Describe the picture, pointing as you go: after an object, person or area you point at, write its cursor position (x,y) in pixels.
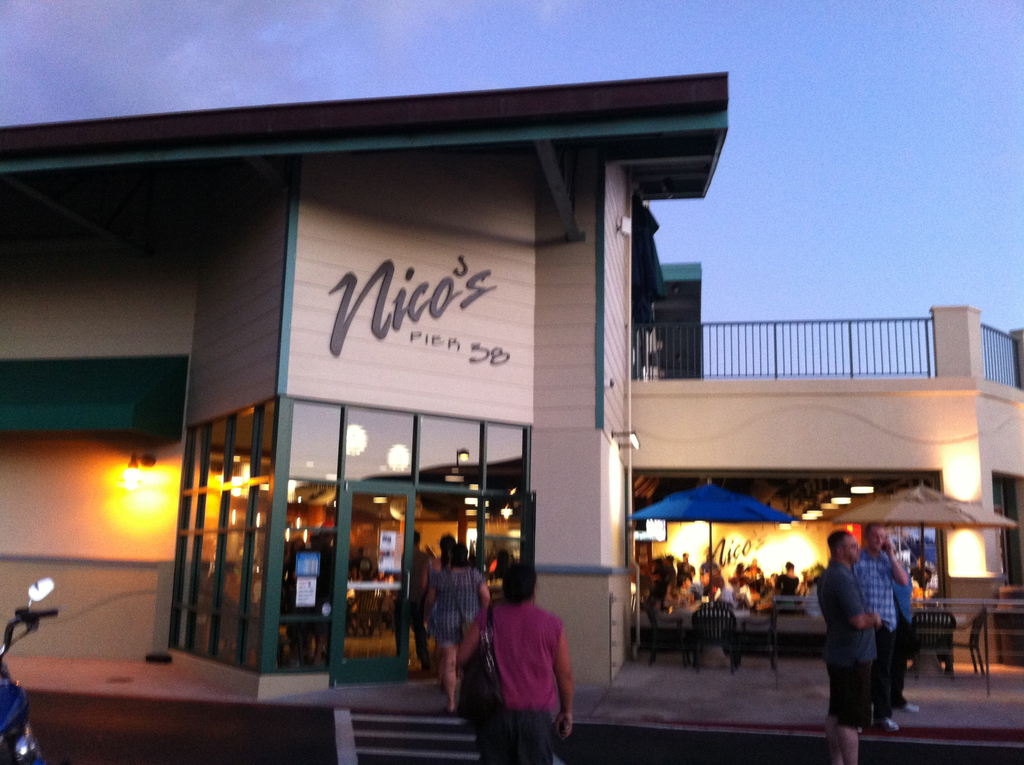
In the image there is a building (378,397) in the back (324,432) with many lights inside it and few person (878,594) standing in front of it, on the right side (757,617) there are many tables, chairs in the front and above its sky (507,46) with clouds (220,63).
